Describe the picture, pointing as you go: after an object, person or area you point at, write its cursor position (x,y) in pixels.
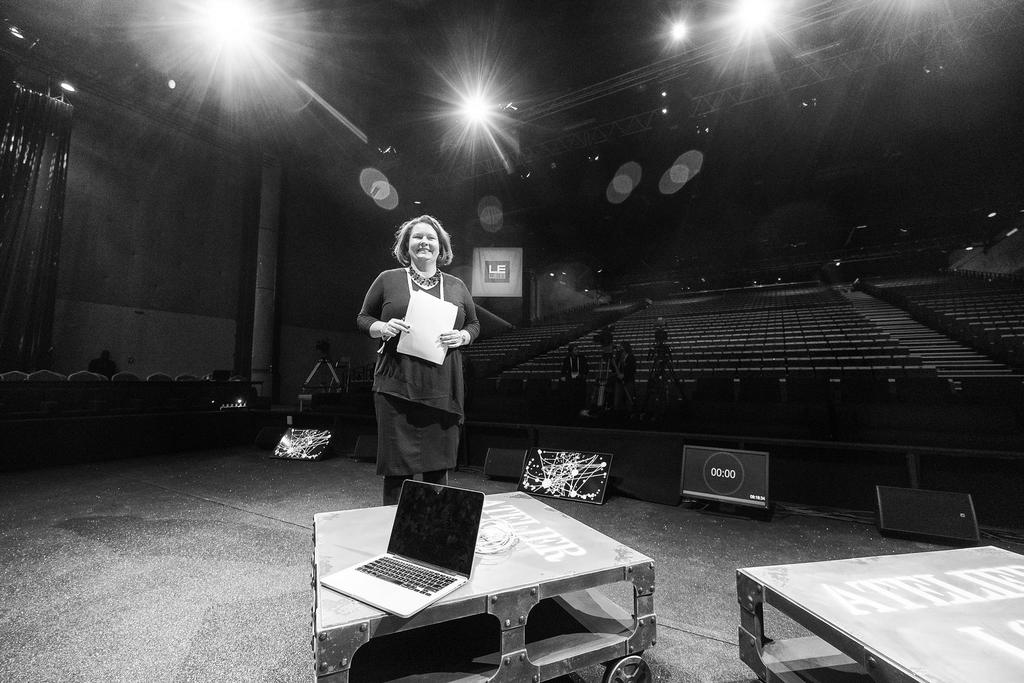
In this image i can see a woman (397,343) standing, holding papers (410,334) in her hand (399,328). I can see a laptop (443,564) on a table (530,603). In the background (812,295) i can see lot of chairs (581,341), some people (617,371) and few lights (507,103) to the ceiling (535,83).
